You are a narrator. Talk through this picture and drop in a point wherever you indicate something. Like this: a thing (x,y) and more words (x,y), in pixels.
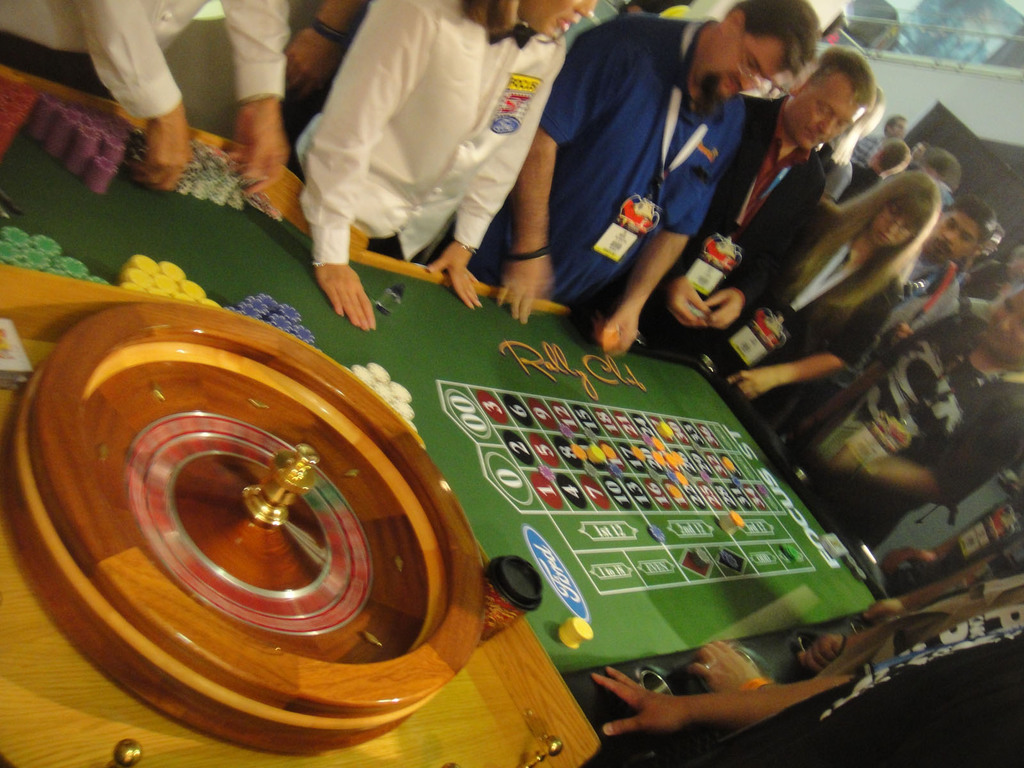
In this image we can see a game board (829,576) in the foreground of the image (190,490). In the background (330,89) we can see few people (601,166) are standing and watching the game (49,478).
